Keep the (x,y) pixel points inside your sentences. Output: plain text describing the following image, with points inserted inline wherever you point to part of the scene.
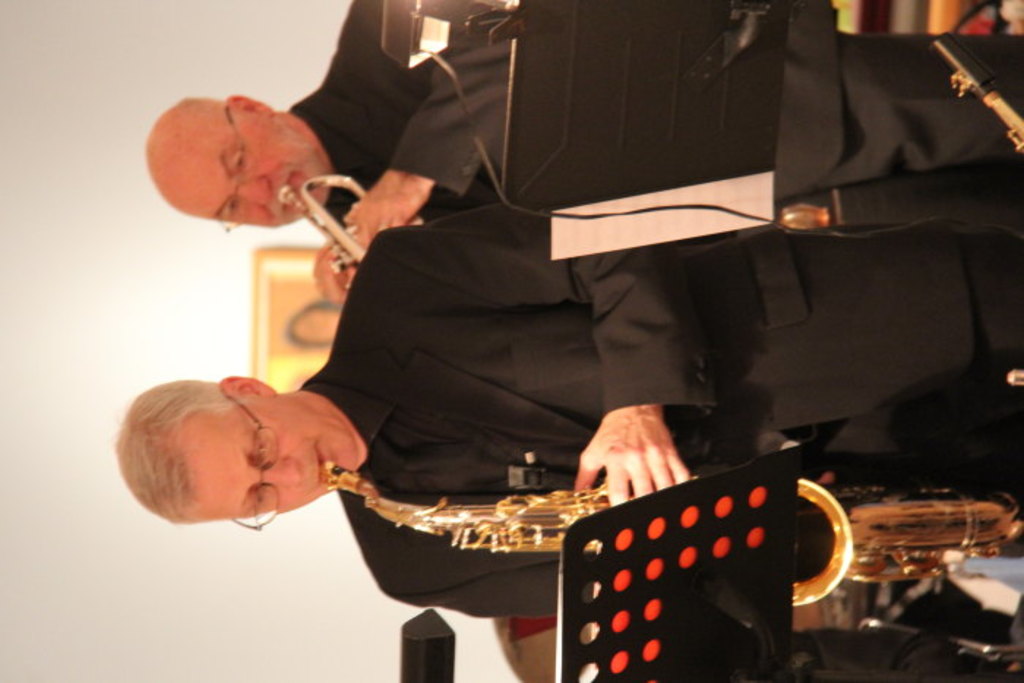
In the center of the image (528,310) we can see two persons (529,269) are standing and they are playing some musical instruments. In front of them, we can see some objects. In the background (115,210) there is a wall (56,425) and a few other objects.
